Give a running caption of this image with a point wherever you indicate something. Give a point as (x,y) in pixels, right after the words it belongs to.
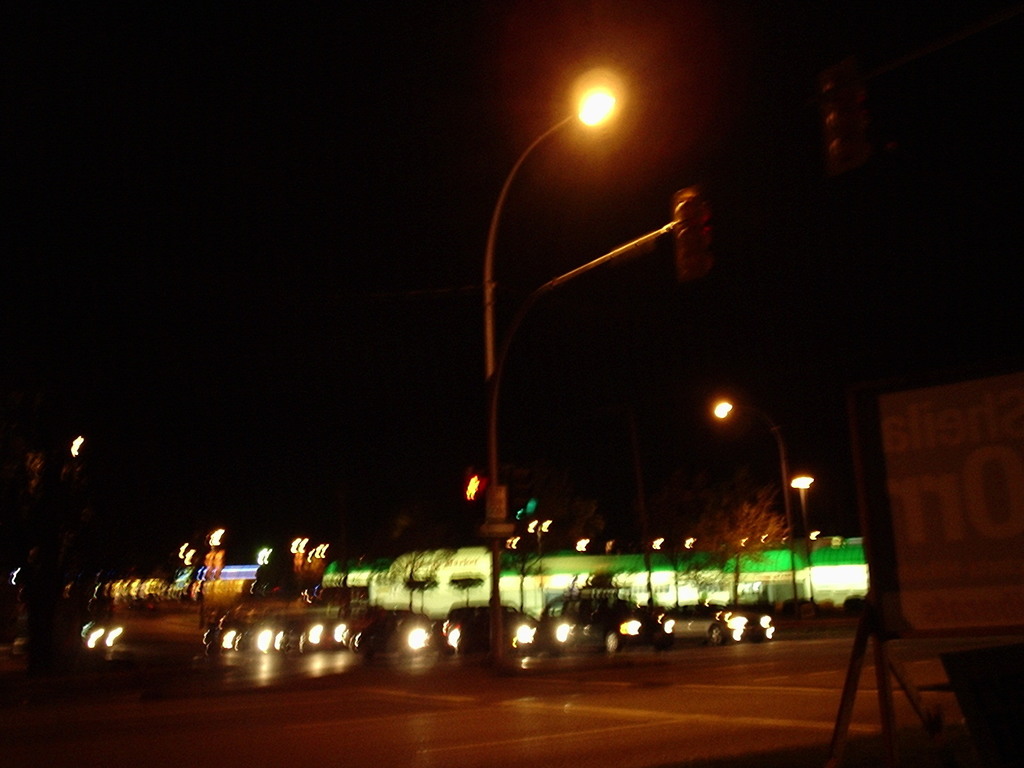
As we can see in the image there are cars (454,643), buildings (679,589), lights (747,538) and trees (739,548). On the top (305,90) there is sky (281,95). The image is dark.
